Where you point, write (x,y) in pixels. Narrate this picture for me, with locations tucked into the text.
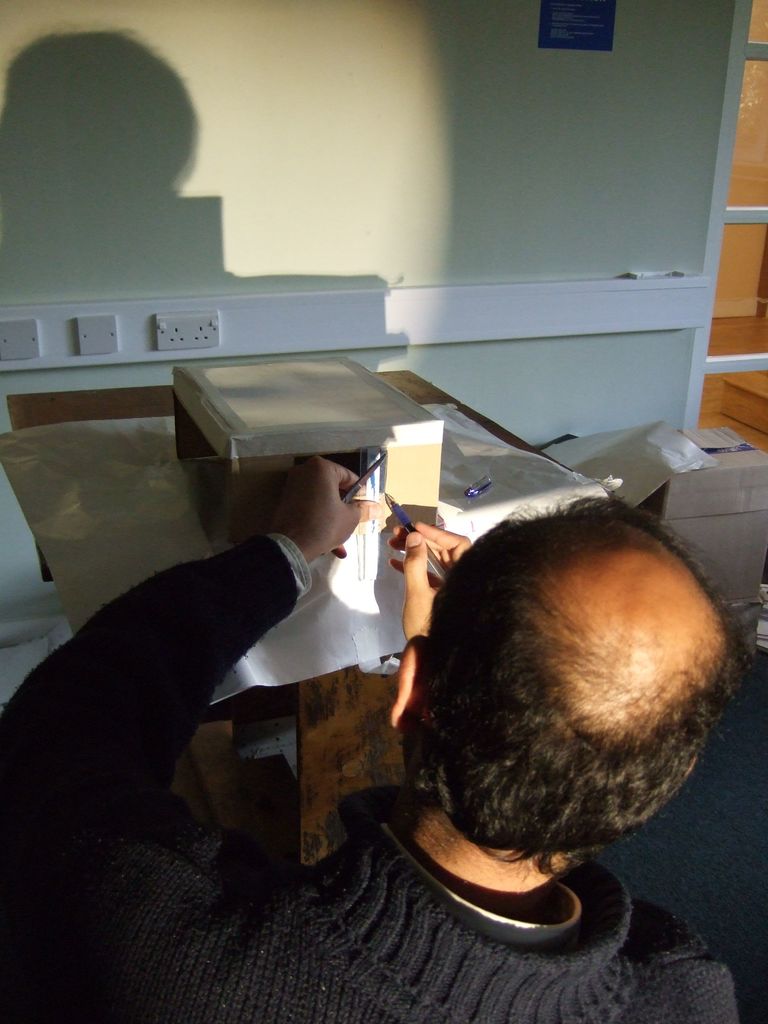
In this picture we can see a person (394,815) holding a pen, here we can see a table (364,768), box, paper sheets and some objects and in the background (465,209) we can see a wall (304,219), socket boards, shelves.
